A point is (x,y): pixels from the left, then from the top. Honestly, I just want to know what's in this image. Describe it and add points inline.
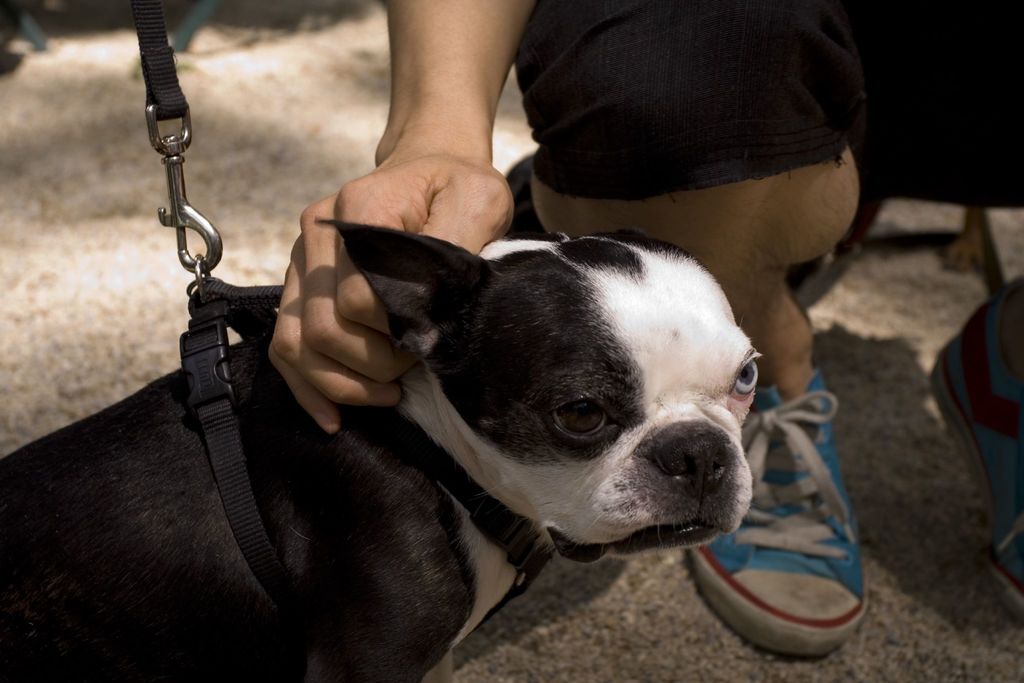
In the picture we can see a dog (476,480) with a belt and hook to it and the dog (663,480) is black and some part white in color and some person (764,106) sitting near it and touching it.
